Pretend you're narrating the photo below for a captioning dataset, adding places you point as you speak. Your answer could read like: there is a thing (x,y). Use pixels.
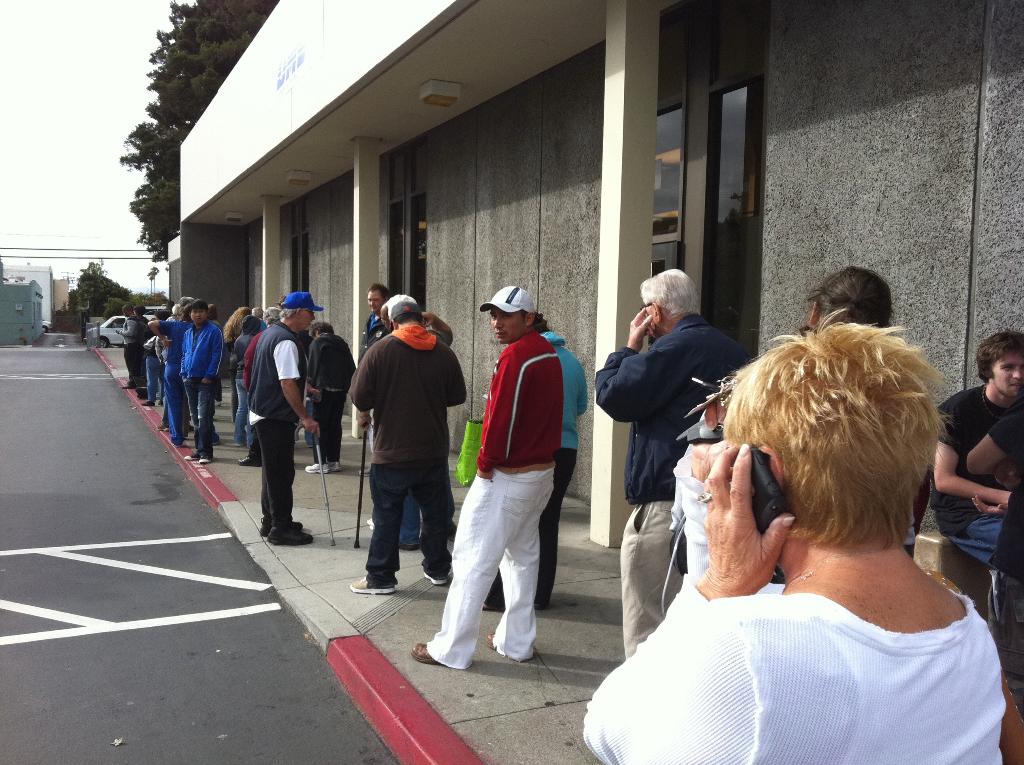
In this picture, there are people (704,637) and we can see building (560,241), pillars (636,181) and road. In the background of the image (172,269) we can see vehicle (113,342), wires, trees (106,300), buildings (66,290) and sky (71,113).
